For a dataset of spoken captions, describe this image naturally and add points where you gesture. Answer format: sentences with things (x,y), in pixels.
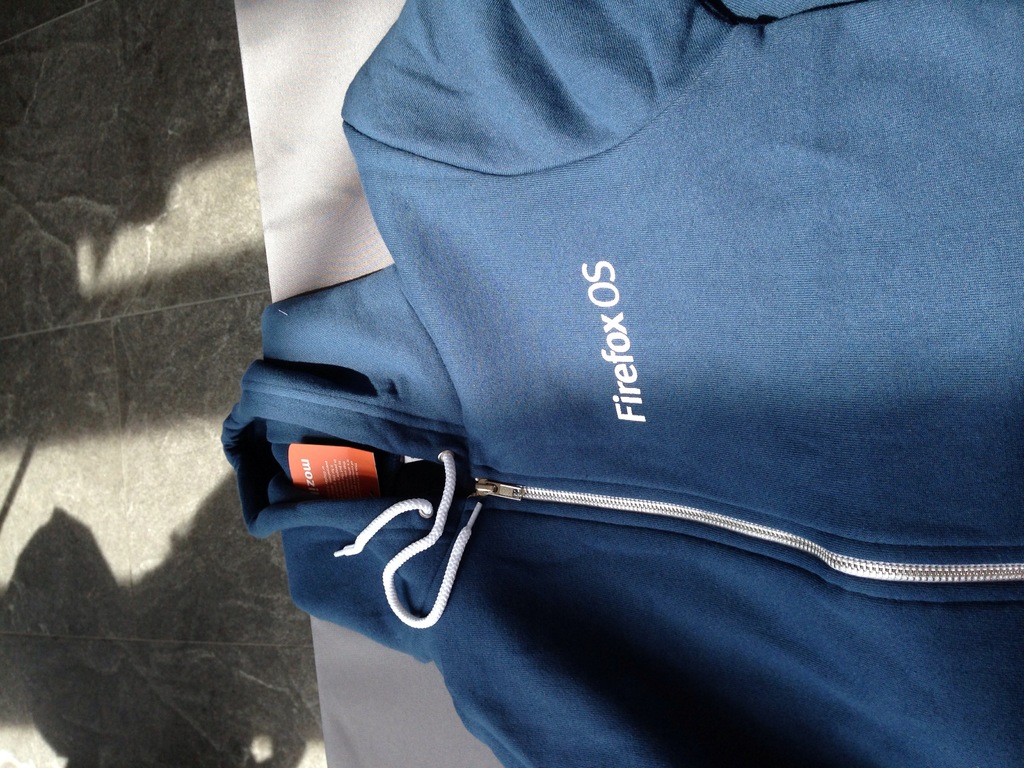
In this picture there is a hoodie (682,498) which is kept on the table (330,148). On the left (12,177) I can see the floor (124,343).
